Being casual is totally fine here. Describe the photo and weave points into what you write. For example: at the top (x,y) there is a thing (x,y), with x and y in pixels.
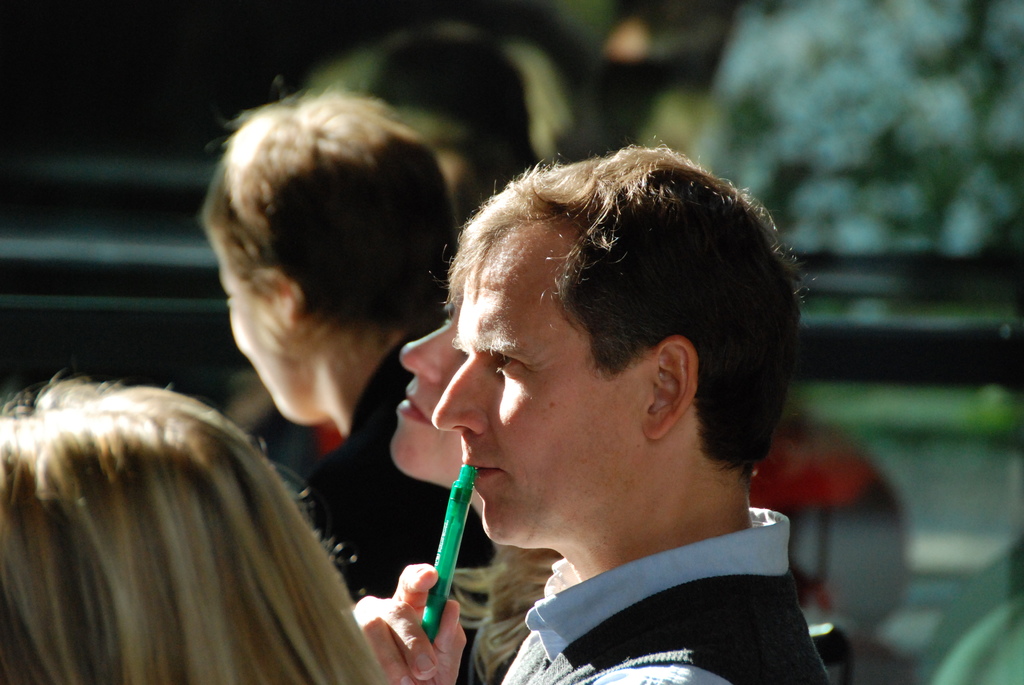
This image consists of so many persons (440,377). They are men (467,375) and women (349,403). In the middle (461,380) there is a person (556,548), who is holding pen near his mouth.
